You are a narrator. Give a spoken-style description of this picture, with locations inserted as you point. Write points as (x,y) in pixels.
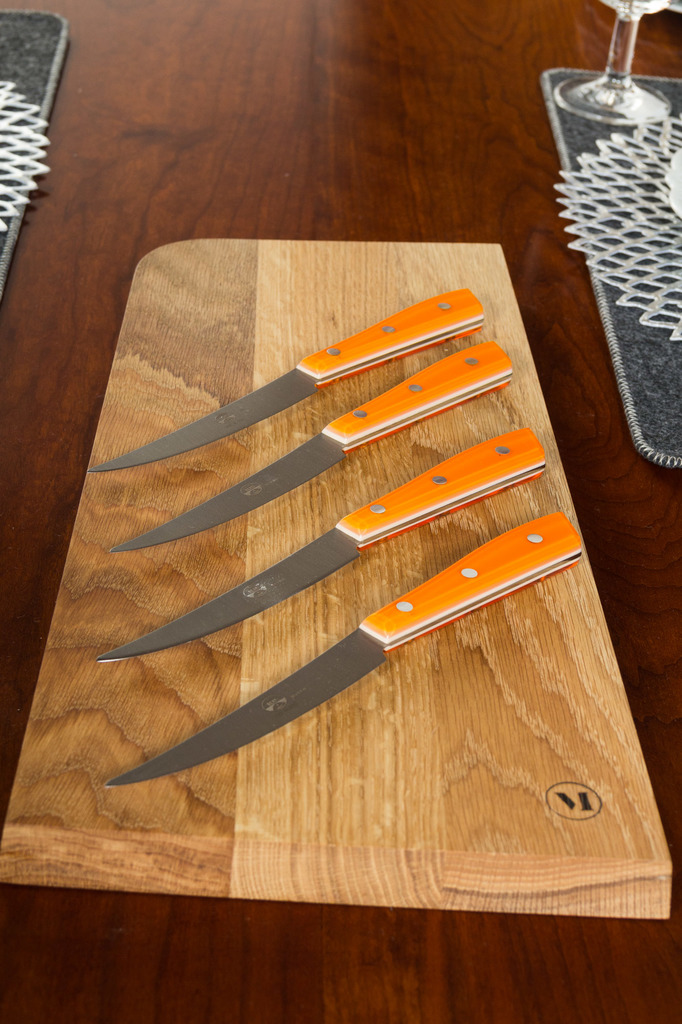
In this image there are four knives (378,504) kept on the wooden table (444,668). At the right side (651,97) there are glass (640,103).
